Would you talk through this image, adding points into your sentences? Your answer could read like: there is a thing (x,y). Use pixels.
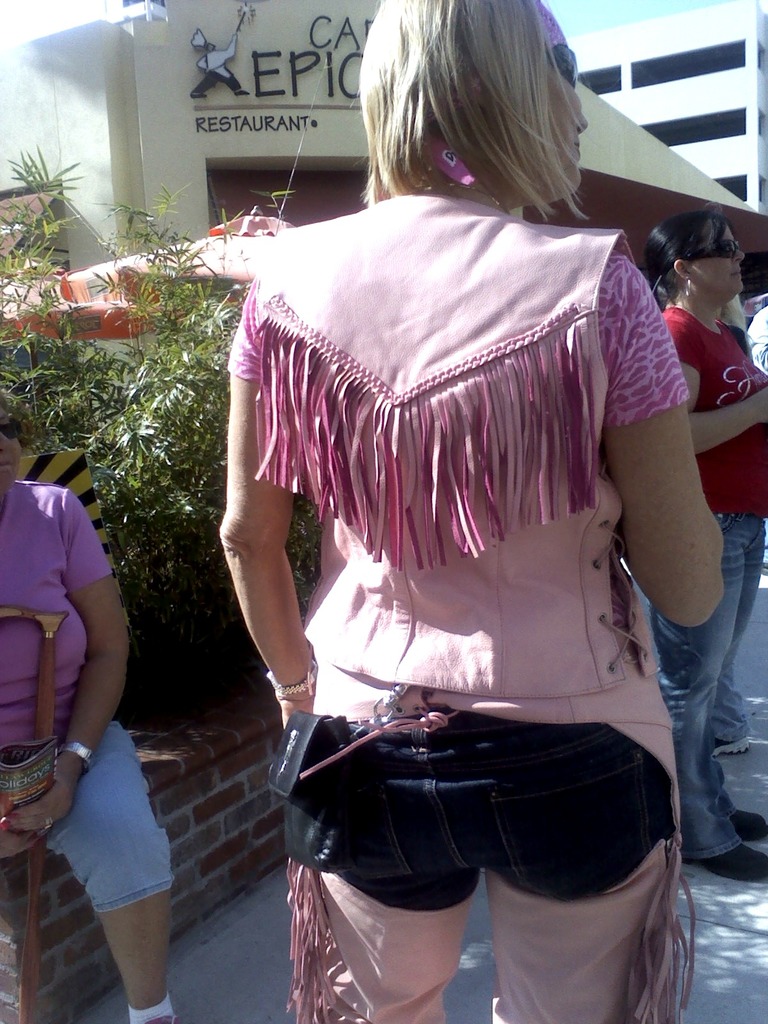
In this picture there is a woman (373,506) who is wearing pink dress (557,563). She is standing near to the another woman (120,649) who is sitting on the wall (141,753), beside her i can see the plants (130,421). On the right (720,287) there is another woman (720,417) who is wearing goggle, t-shirt (716,390), jeans (737,619) and shoe (762,868). In the background (649,147) i can see the buildings (675,95). In the top right (682,8) there is a sky (571,17).
